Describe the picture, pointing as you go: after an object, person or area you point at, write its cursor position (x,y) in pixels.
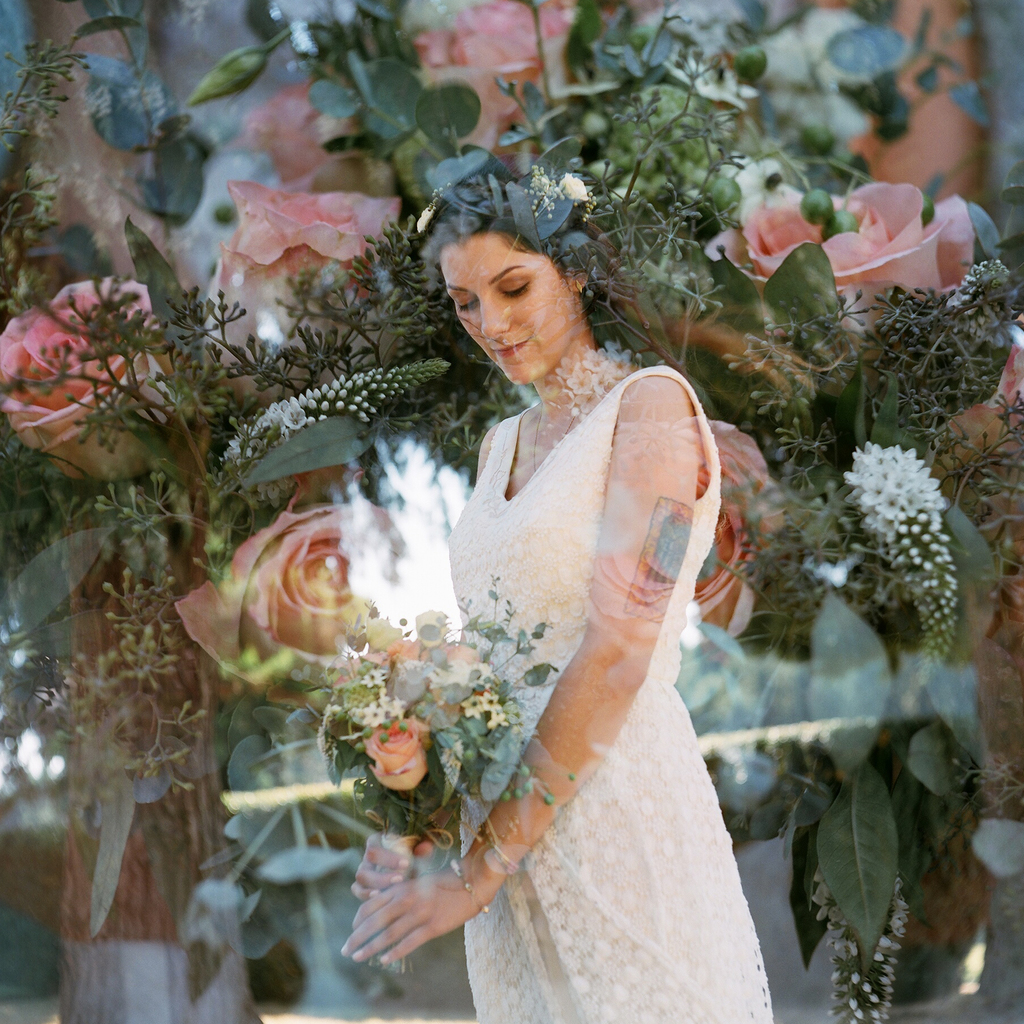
In the foreground (671,914), I can see a glass (343,807). On the glass (873,413) I can see the reflection (342,382) of some flowers (377,392) and leaves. Behind the glass (600,264) I can see a woman (581,776) wearing a white color dress (549,613), standing facing towards the left side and giving pose for the picture.
